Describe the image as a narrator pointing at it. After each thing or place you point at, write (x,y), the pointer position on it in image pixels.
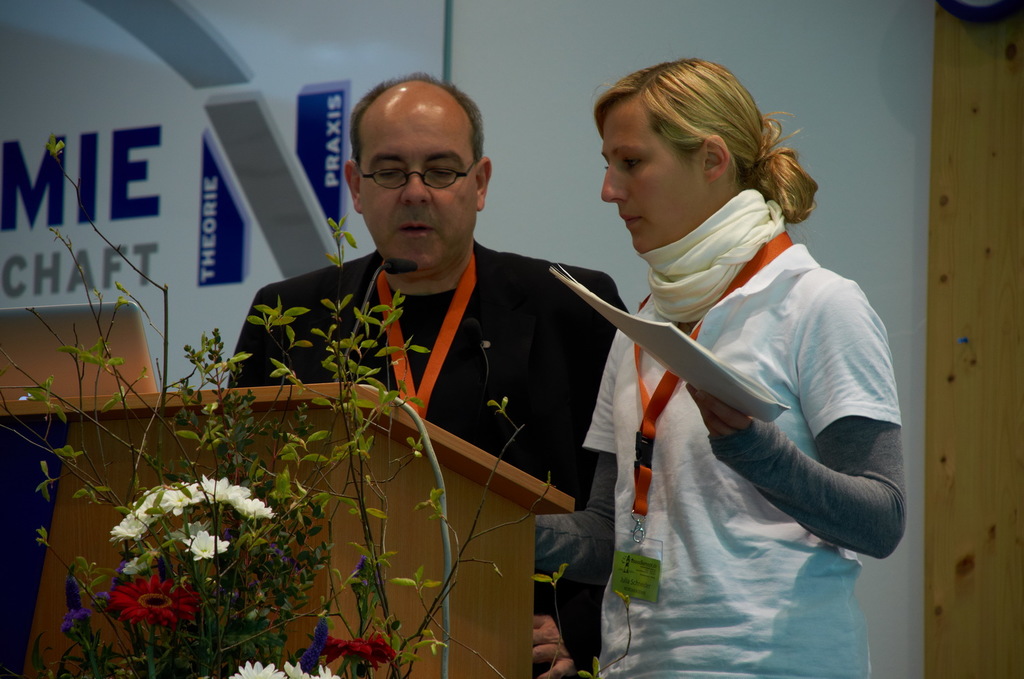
In this picture we can see there are two people (499,395) standing behind the podium (501,510) and on the podium (488,512) there is a laptop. In front of the podium (497,472) there are flowering plants (215,559). Behind the people (496,284) there is a banner (234,126).
